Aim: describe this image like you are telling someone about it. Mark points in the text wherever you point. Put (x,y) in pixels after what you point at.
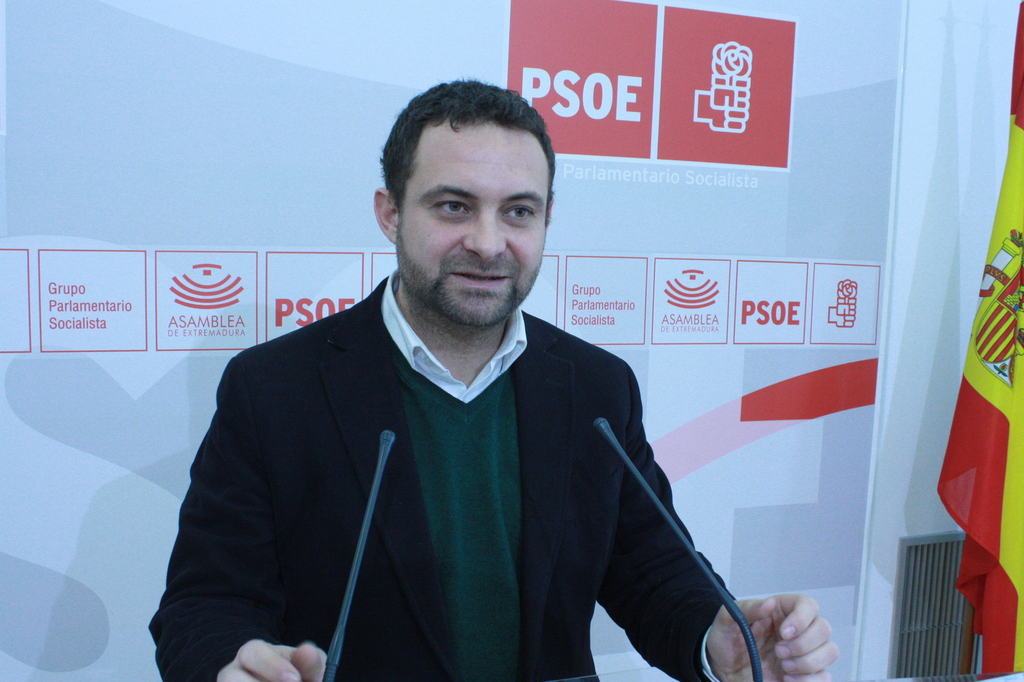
In the center of the image (535,347) we can see a man (448,91) standing. He is wearing a suit (347,433), before him there are mics (758,658). In the background (762,586) there is a board (562,228). On the right (993,399) there is a flag (993,399).
